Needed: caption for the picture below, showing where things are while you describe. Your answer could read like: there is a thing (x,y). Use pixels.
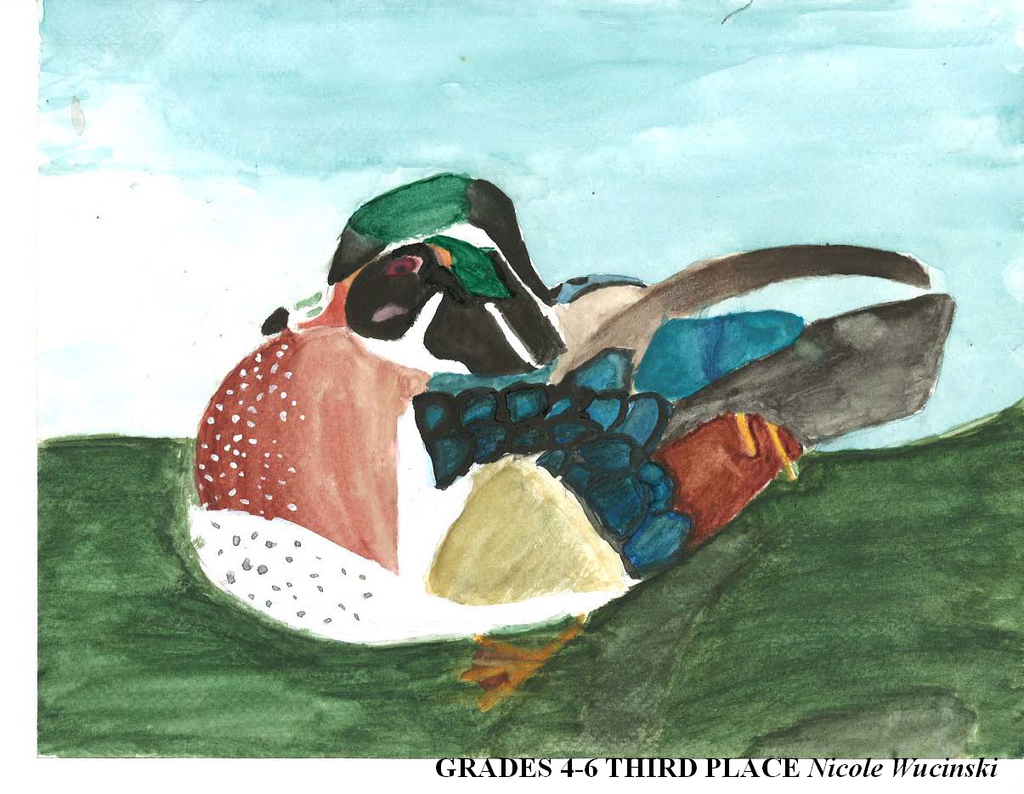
In this picture we can see the painting (509,557) of an object (515,448) which seems to be the painting (503,476) of a bird (406,621) and we can see the grass (954,495) and the sky (565,155). In the bottom right corner (982,766) there is a text (967,769) on the image.
